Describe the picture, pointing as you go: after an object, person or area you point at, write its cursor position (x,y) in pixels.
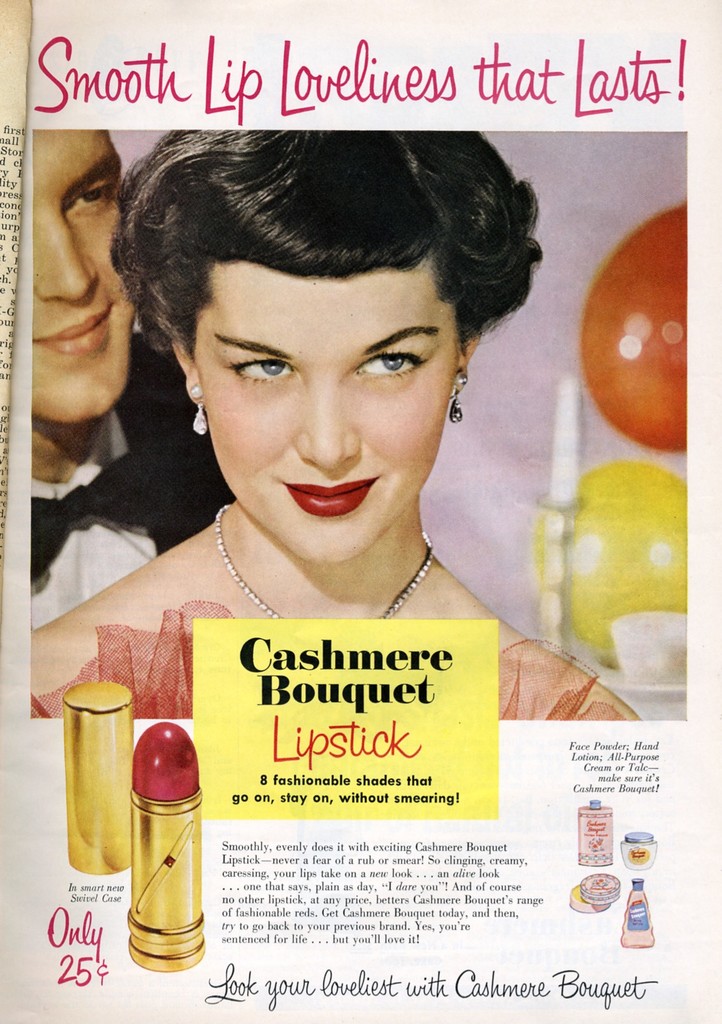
The picture is a poster. At the bottom (164,792) there are lipstick (129,818), text (326,883), number (106,972) and other objects (599,826). In the center of the picture (332,514) there is a woman (243,426) and a man (50,381). At the top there is text (375,90). On the left (15,133) there is a newspaper (21,193). On the right (634,396) there are some objects (640,445) in red and yellow color.
